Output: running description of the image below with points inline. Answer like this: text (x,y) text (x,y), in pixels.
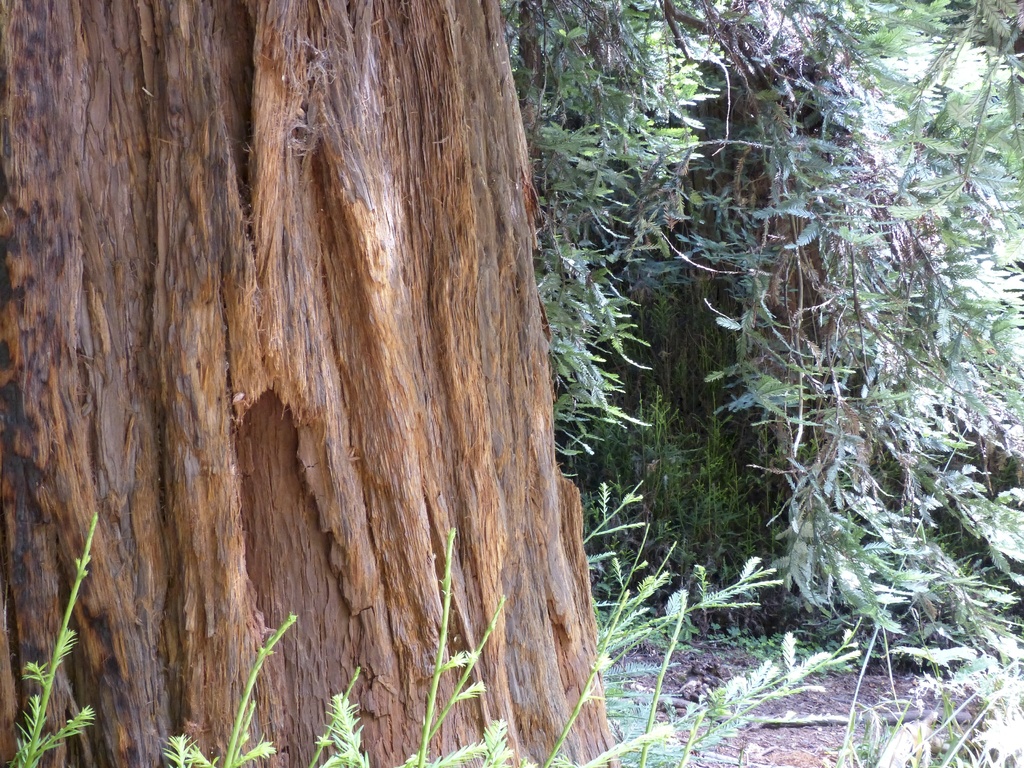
In this picture we can see a tree trunk (402,332) and trees (705,195). At the bottom of the image (333,727), there are plants (634,726).
